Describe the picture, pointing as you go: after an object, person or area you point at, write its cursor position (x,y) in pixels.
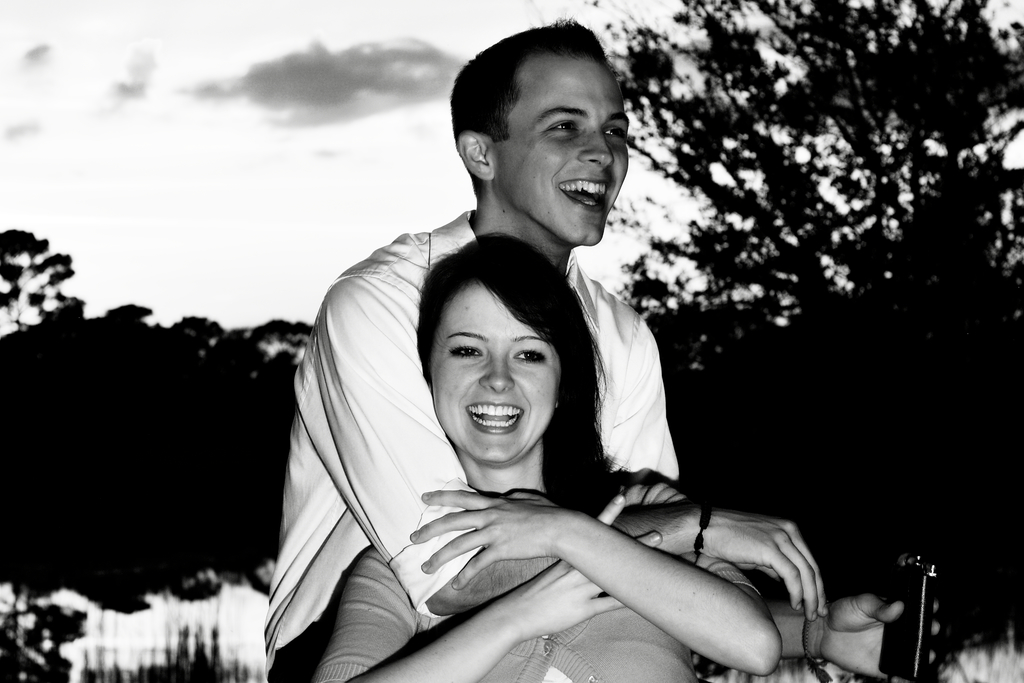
It looks like a black and white image. I can see the man (452,563) and woman (624,555) smiling. In the background (288,445), I think these are the trees (737,398) and the sky (235,156). At the bottom left side of the image (101,617), It looks like water (82,609) and plants (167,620).
